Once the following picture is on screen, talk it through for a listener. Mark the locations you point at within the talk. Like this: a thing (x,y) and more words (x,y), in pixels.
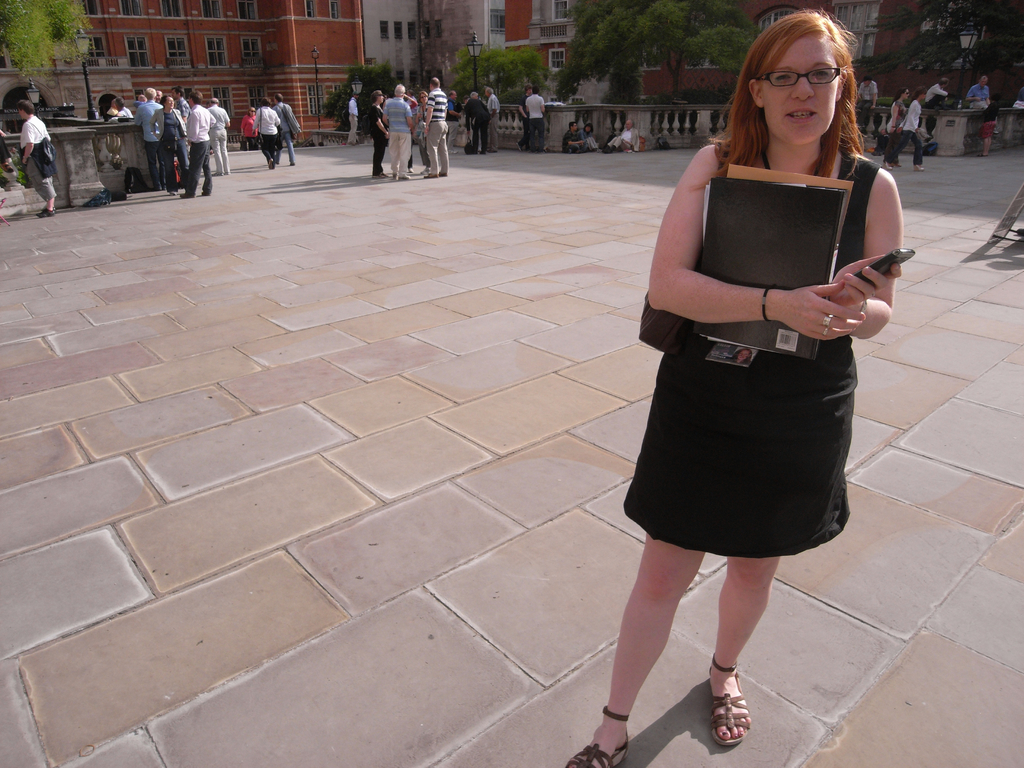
In this image there is a road (357,512) at the bottom (187,545). There are people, trees (47,25), poles (88,110) on the left corner (43,126). There is a person (670,377) standing and holding an object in the foreground (680,493). There are trees (954,32), buildings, people (982,126) on the right corner (982,44). There are buildings (264,76), people (446,130), poles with lights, trees (662,43) in the background (514,101).
